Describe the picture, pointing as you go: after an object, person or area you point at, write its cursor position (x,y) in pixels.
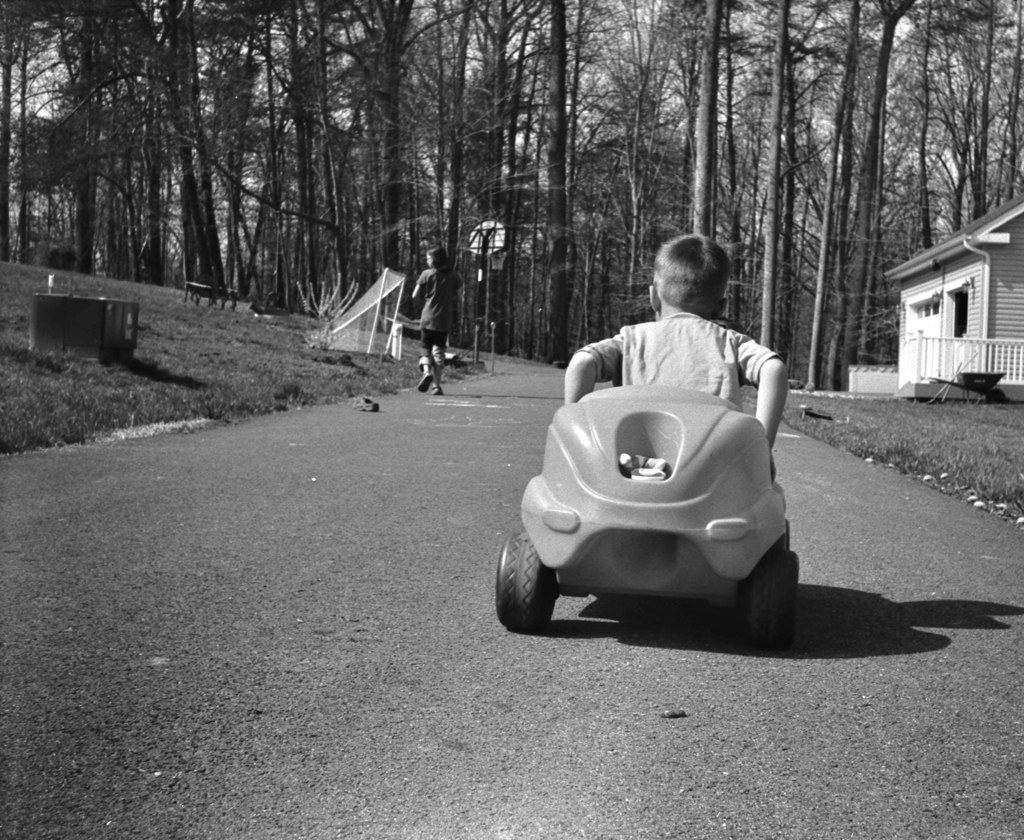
It looks like a black and white picture. We can see a kid (718,379) is sitting on a toy vehicle (670,513) and another kid (433,341) is walking on the road (411,389). In front of the people (447,328) there is a house (938,370), trees (520,350) and a sky (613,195).
